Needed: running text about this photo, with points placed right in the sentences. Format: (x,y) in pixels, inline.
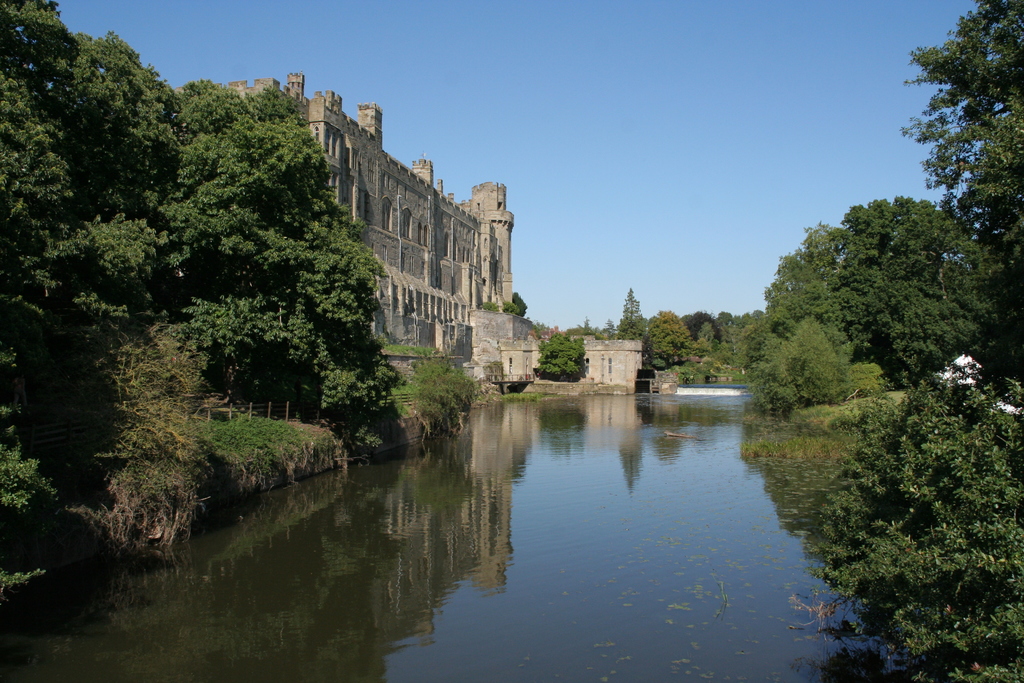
In this picture we can see a river (576,504), building (440,261) and a bridge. On the right side of the image (897,267) there are trees (964,507). Behind the building (418,227), there is the sky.
